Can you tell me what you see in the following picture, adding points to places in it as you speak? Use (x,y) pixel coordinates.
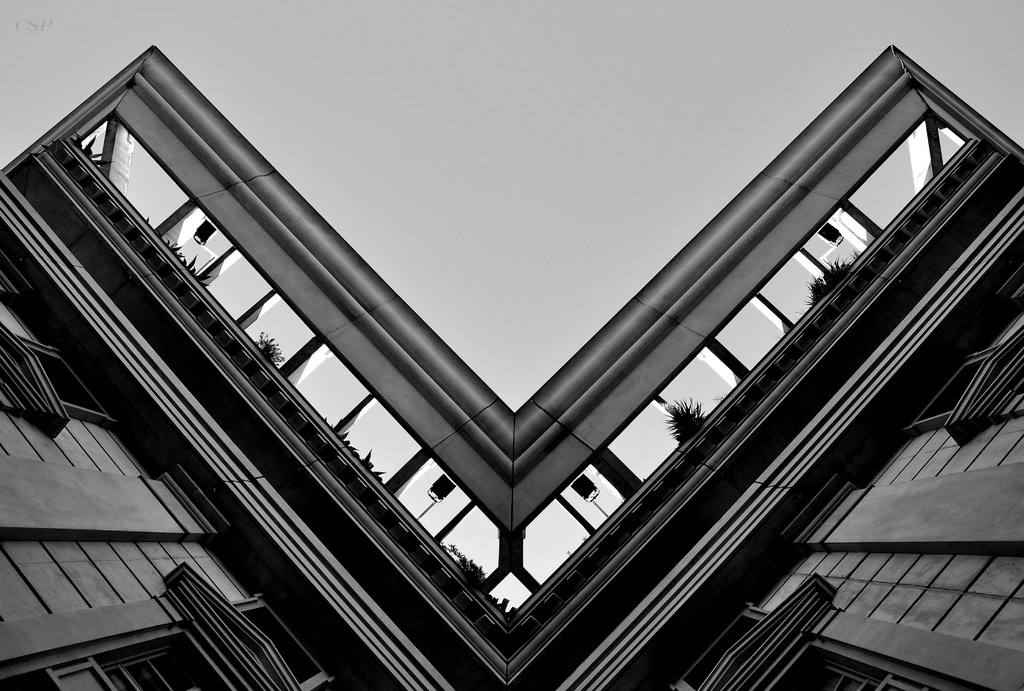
This is a black and white image. In this image I can see a building (853,551) along with the windows (96,684). At the top of the building (361,407) there are few plants (278,359). At the top of the image (576,93) I can see the sky (477,68).
